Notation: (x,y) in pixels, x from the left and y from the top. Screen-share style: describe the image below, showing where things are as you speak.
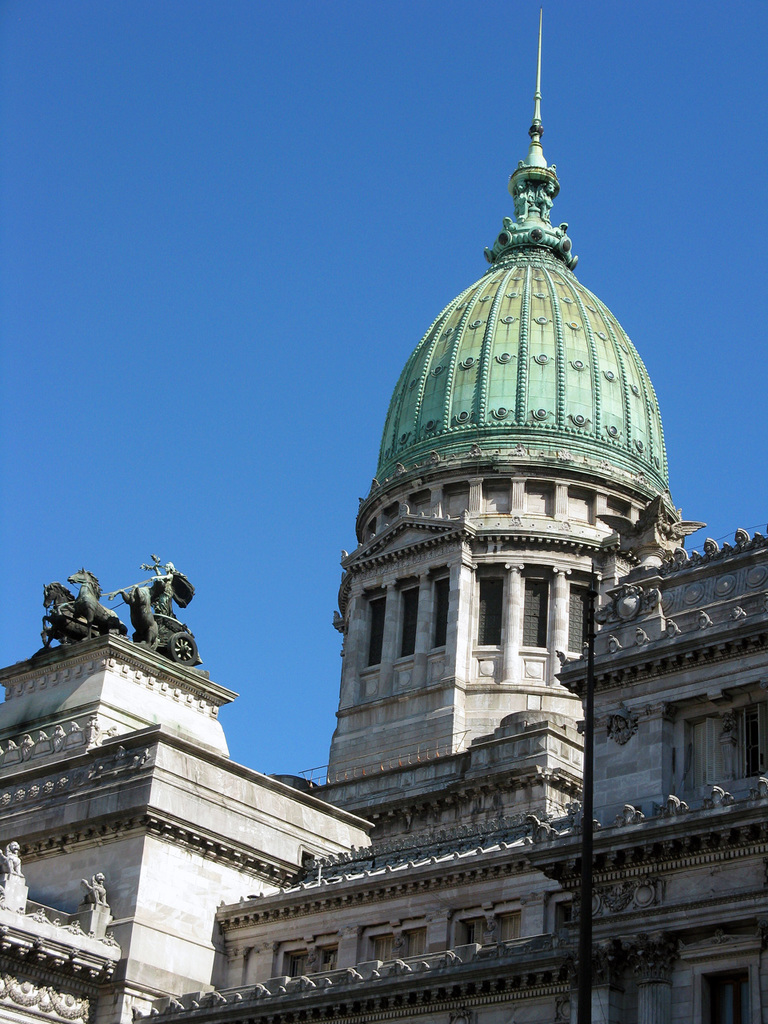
In the picture I can see a building (529,768) which has the sculptures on it. In the background (269,302) I can see the sky (263,328).
